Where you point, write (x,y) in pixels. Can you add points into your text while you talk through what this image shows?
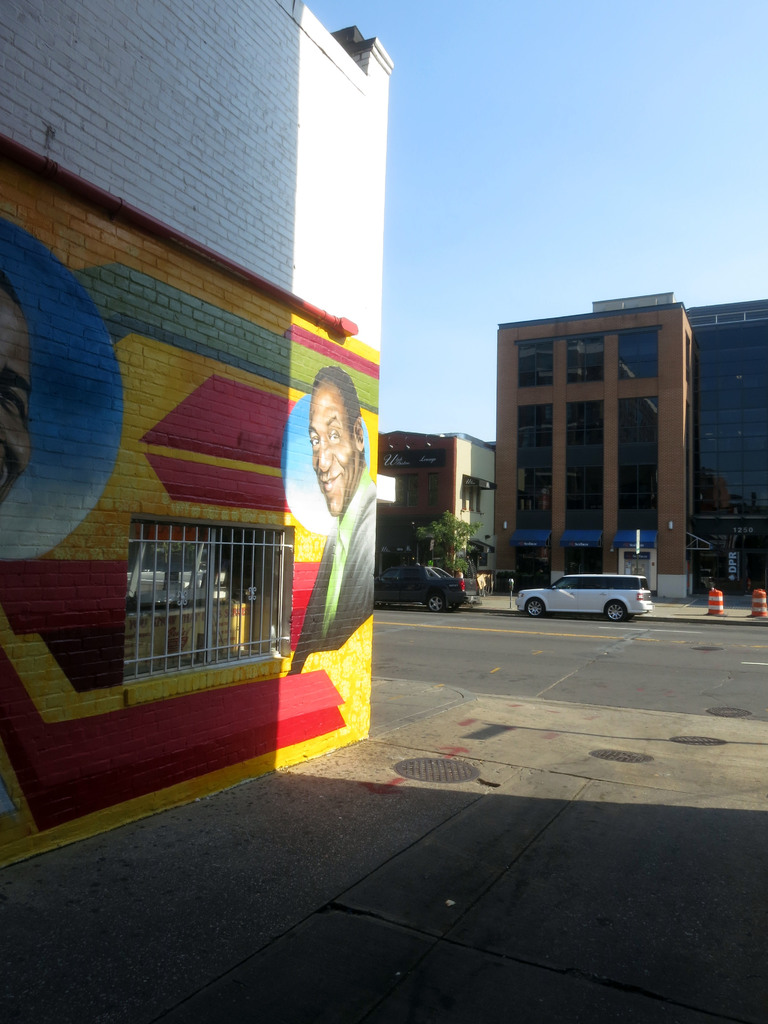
In the center of the image (494,582) we can see the sky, buildings (469,563), traffic poles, one tree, sign boards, two vehicles (619,605) on the road (547,629), windows (410,480) and a few other objects (717,594). And we can see some painting (242,472) on one of the buildings (277,477), in which we can see one person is smiling and a few other objects (87,633). Through the front window (149,561), we can see some objects (165,530).
